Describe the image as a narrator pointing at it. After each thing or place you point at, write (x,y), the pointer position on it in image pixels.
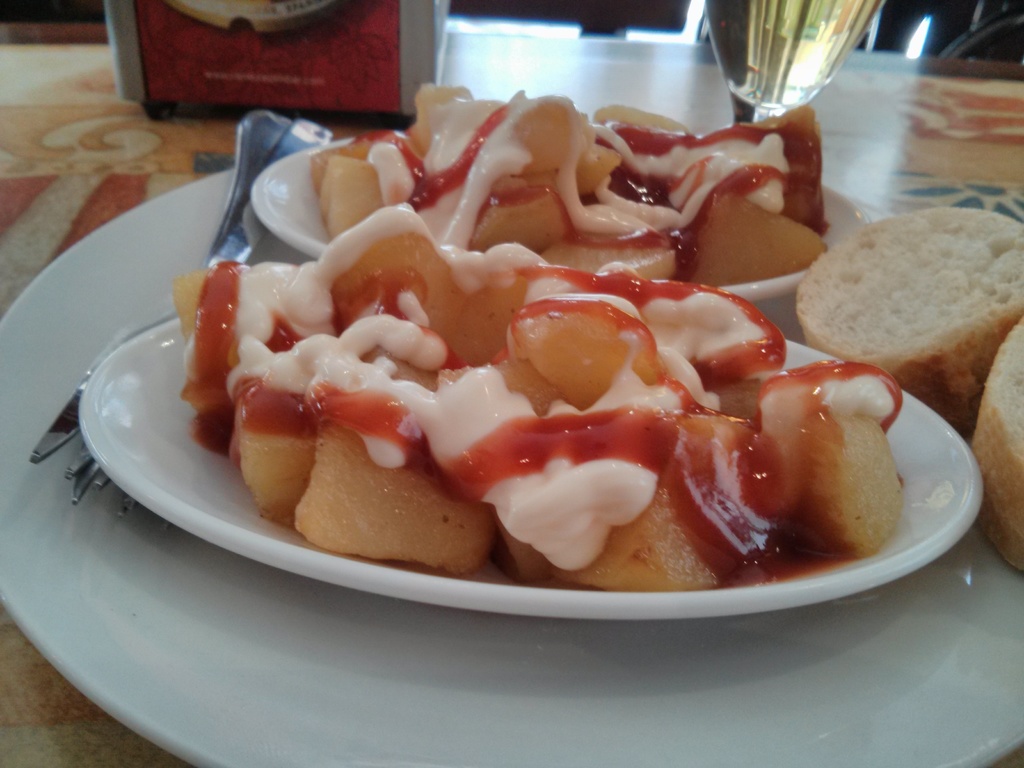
In the center of the image (377,485) there is a table (833,182) and we can see a glass (795,96), forks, plates (116,427), breads (863,311), bowl (123,468) and some food (560,267) placed on the table (35,714).
